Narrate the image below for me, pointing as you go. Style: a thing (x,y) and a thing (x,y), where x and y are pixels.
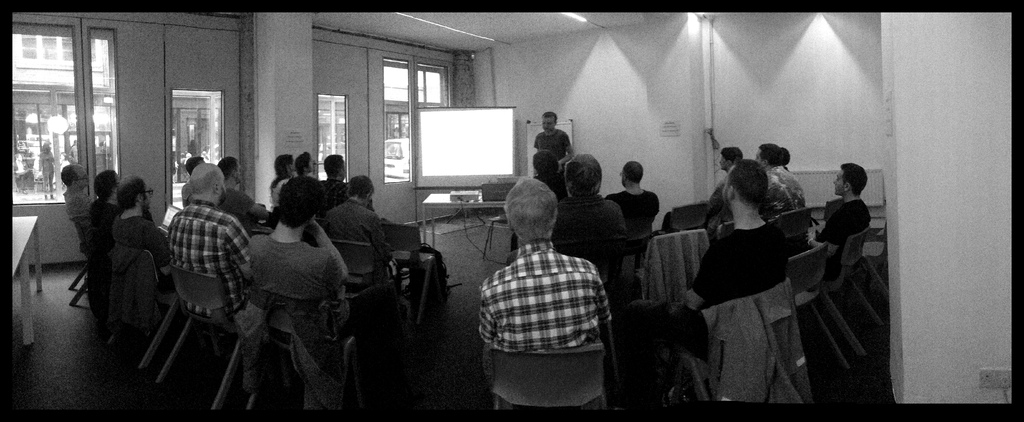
This is a black and white image where we can see these people (630,206) are sitting on the chairs (427,281) and this person (567,147) is standing near table (479,205) where projector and laptop (489,195) are kept. Here we can see the projector screen (504,166), we can see glass doors (431,97), pillar (310,143) and ceiling lights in the background (379,111).
